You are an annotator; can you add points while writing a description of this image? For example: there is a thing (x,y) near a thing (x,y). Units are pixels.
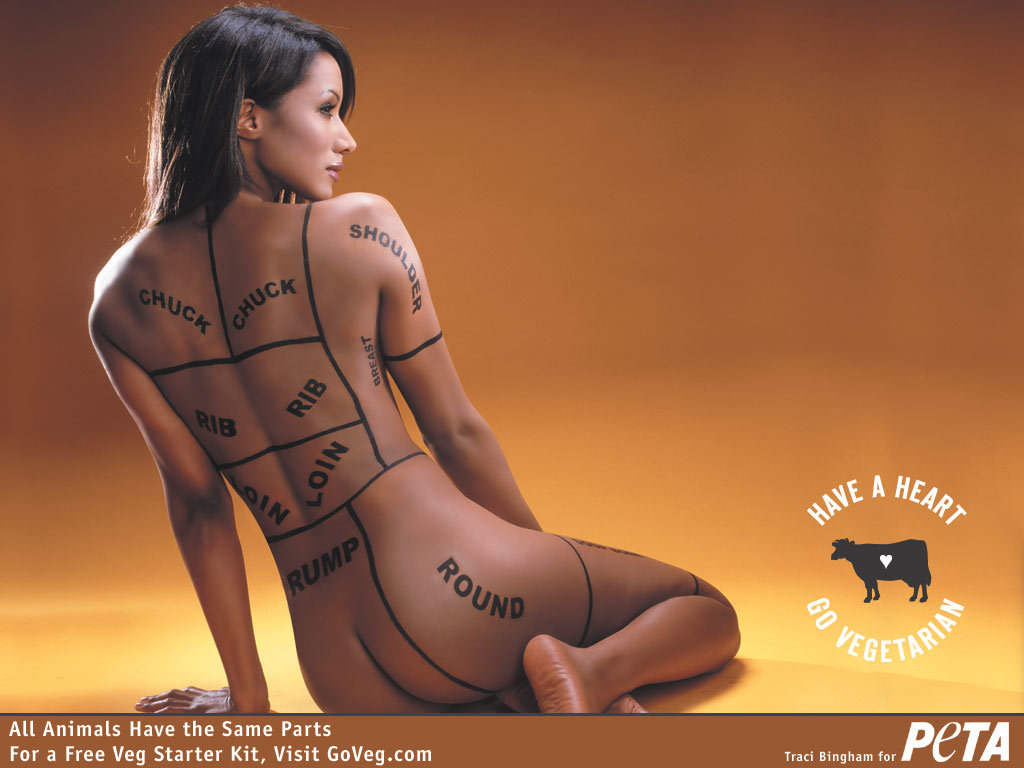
This picture shows a woman (337,475) and we see a logo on the bottom right corner (887,648) and we see text (256,763) on the bottom of the picture (209,756).
